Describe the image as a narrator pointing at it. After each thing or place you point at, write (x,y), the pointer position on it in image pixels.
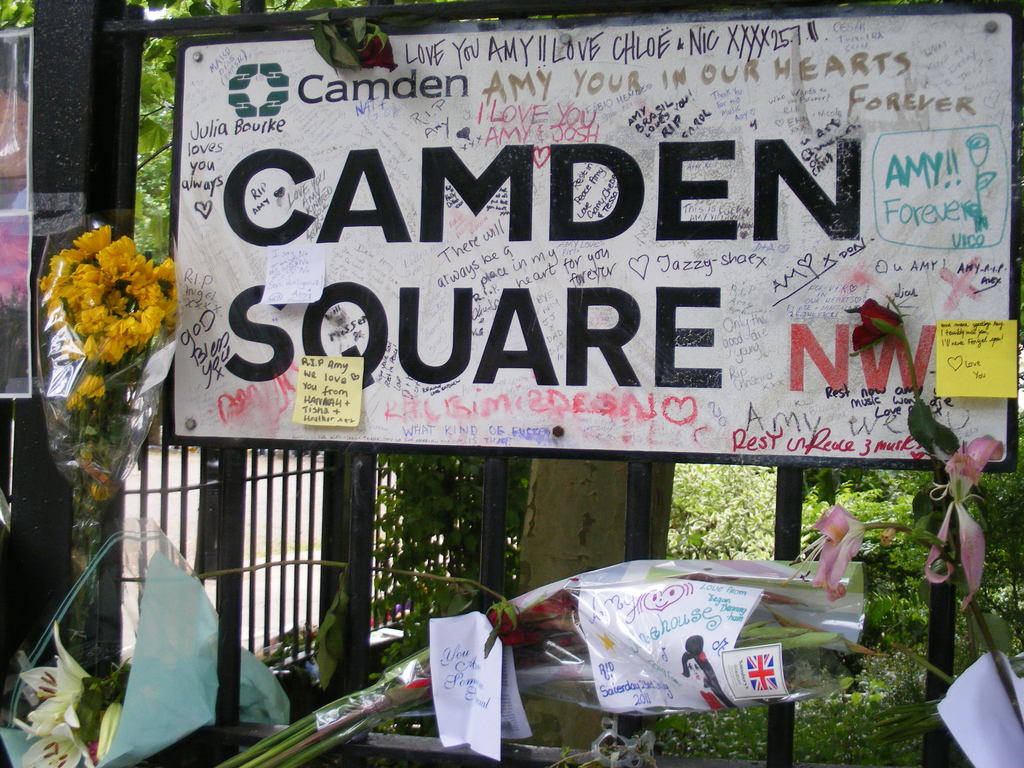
In this image we can see a board (296,83) with poles (629,466). On the board (489,220) there is text (378,164). Also there are papers (313,287) with text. And there are flower bouquets (147,540). In the back (270,520) there is railing (201,555). In the background (694,549) there are leaves (692,496).
